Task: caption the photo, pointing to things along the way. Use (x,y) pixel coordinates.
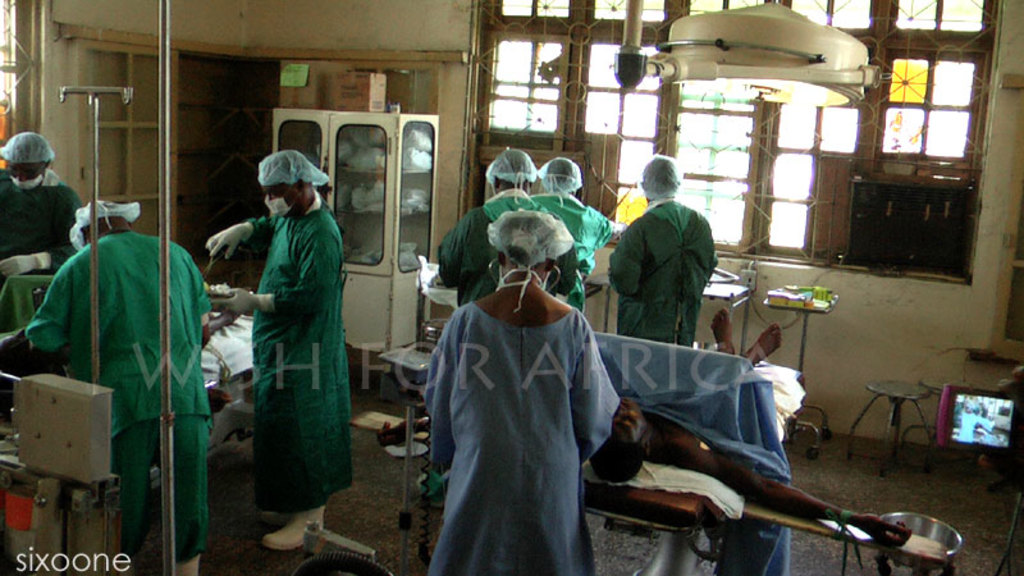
In this image I can see people (472,290) are standing among them two people (229,397) are lying on the bed (249,397). In the background (393,266) I can cupboard (371,189), windows (558,145), tables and some other objects (408,406). Here I can see a watermark (32,565).
